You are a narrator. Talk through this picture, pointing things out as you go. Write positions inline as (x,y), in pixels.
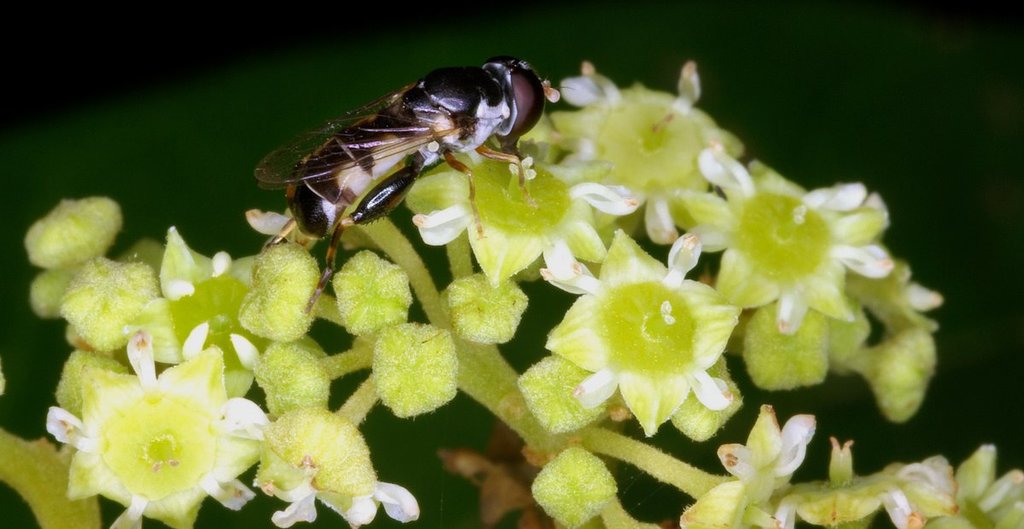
In this image we can see one insect (484,127) on the flower (494,256), there is green background (444,434), one plant stem (883,503) with flowers (205,386) and buds (300,373).
